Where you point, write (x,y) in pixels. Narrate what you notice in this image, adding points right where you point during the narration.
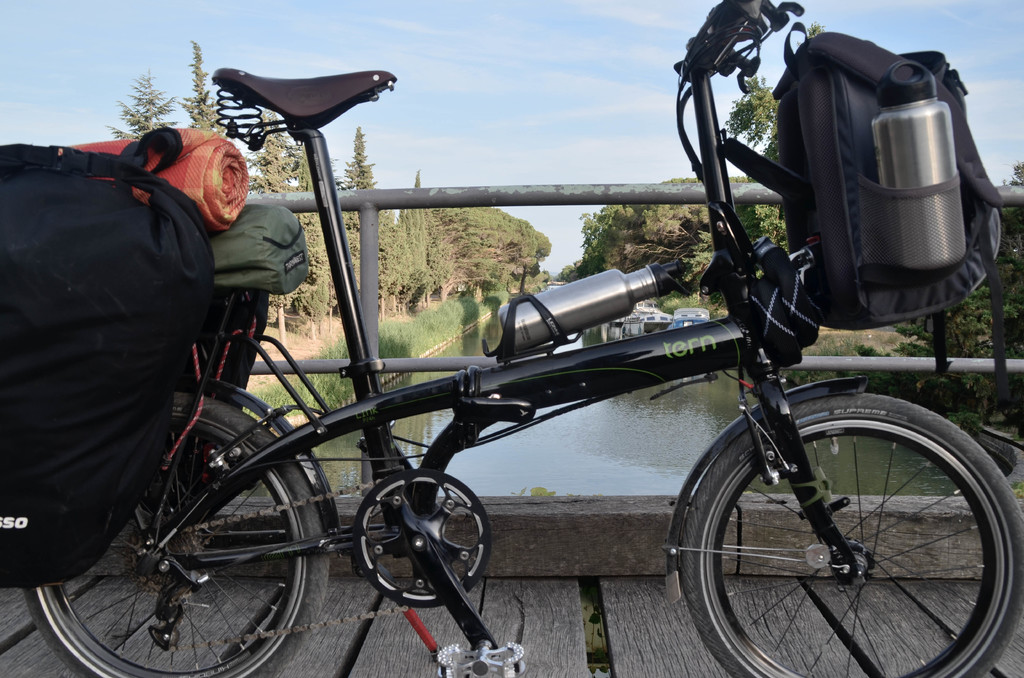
In this image in front (536,639) there is a cycle (735,497) on the wooden platform (642,621). On the cycle (186,477), there are bags (77,312) and a few other objects (893,166). In the center of the image (622,425) there is water (617,430). There are boats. In the background of the image (580,252) there are trees (508,223) and sky (525,57).
